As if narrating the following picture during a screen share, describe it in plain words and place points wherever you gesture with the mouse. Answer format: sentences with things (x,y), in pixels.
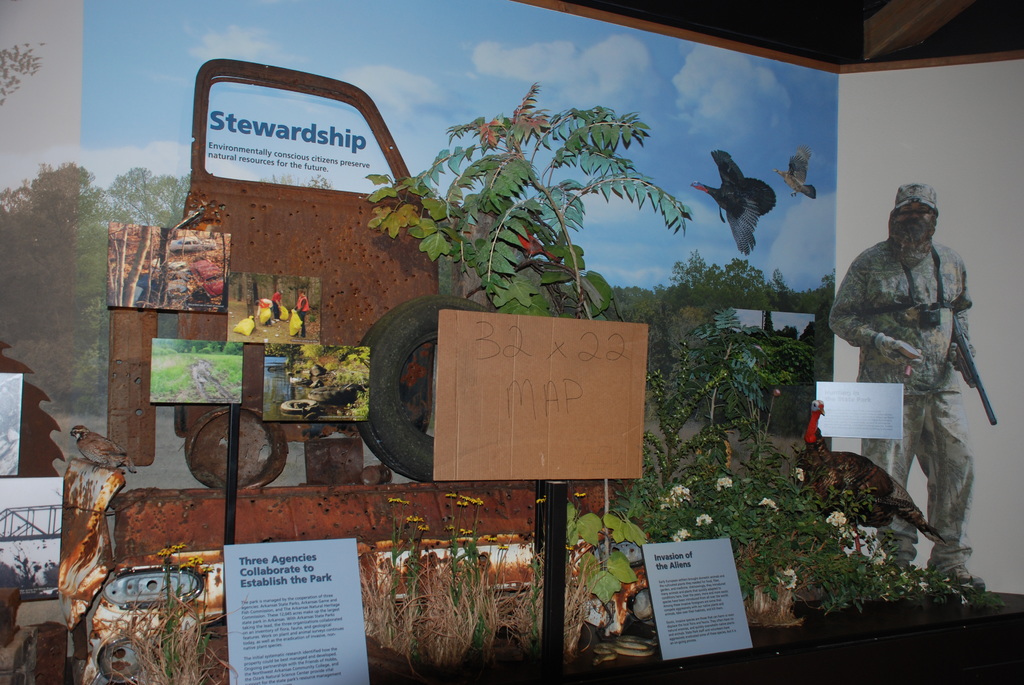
In this image in the center (458,416) there are banners (571,444) with some text (298,571) written on it and there are plants (728,428) and there are frames (168,304) and there is a bird (121,463) on the left side (121,463).
